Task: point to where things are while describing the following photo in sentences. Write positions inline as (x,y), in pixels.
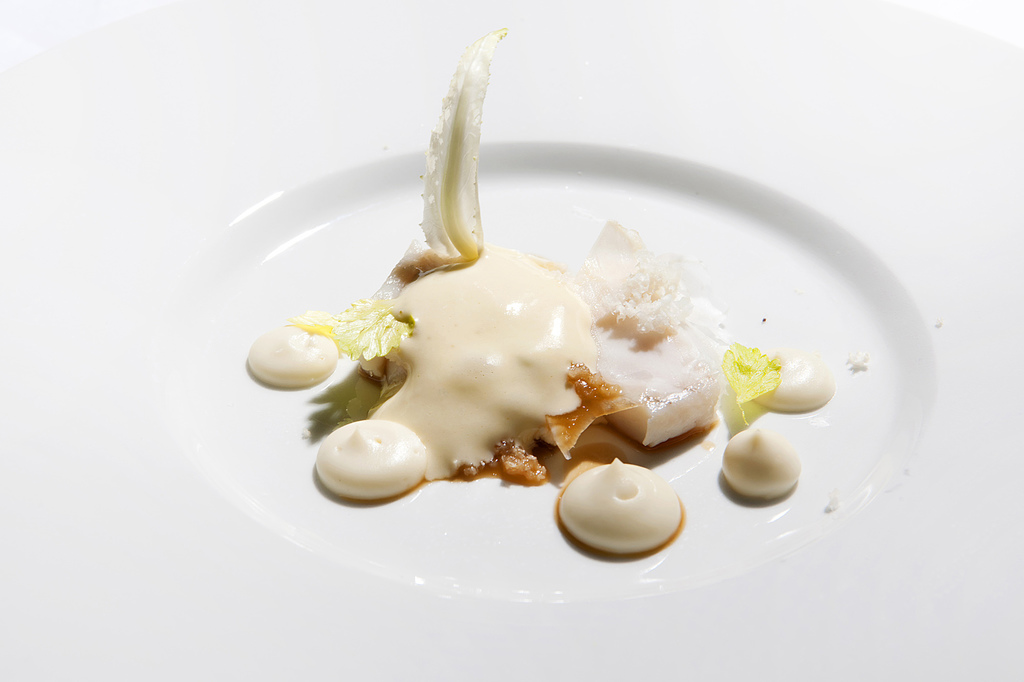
In this image we can see some food item (690,306) kept on the white color plate (386,555).
